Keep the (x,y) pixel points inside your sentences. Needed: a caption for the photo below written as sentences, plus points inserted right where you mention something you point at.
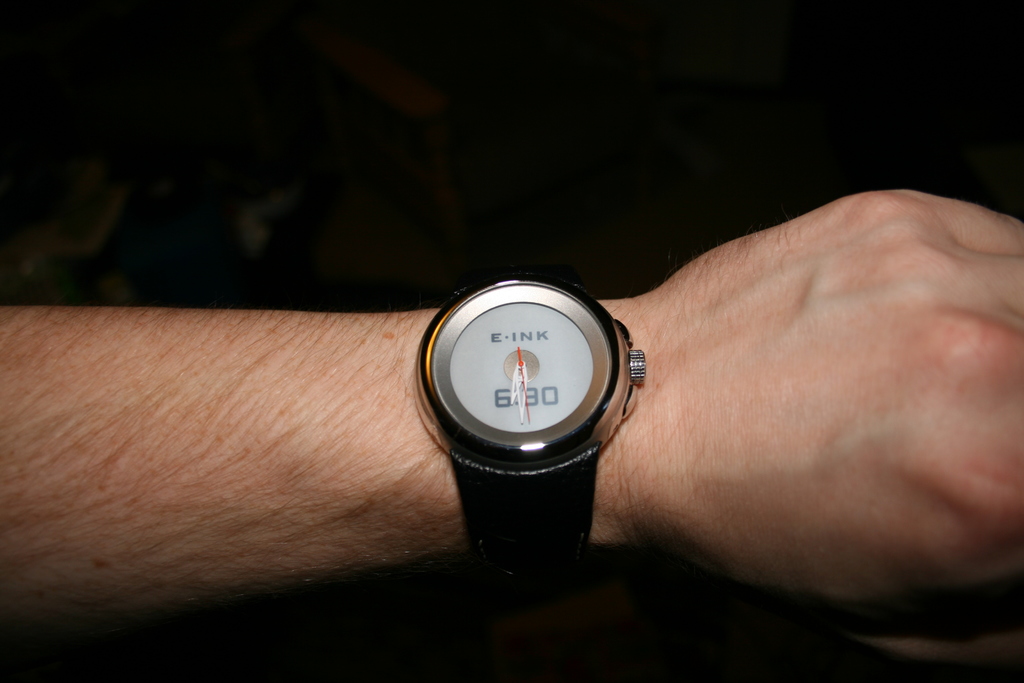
In this image we can see a person's hand (827,400) wearing a wrist watch (523,502).
